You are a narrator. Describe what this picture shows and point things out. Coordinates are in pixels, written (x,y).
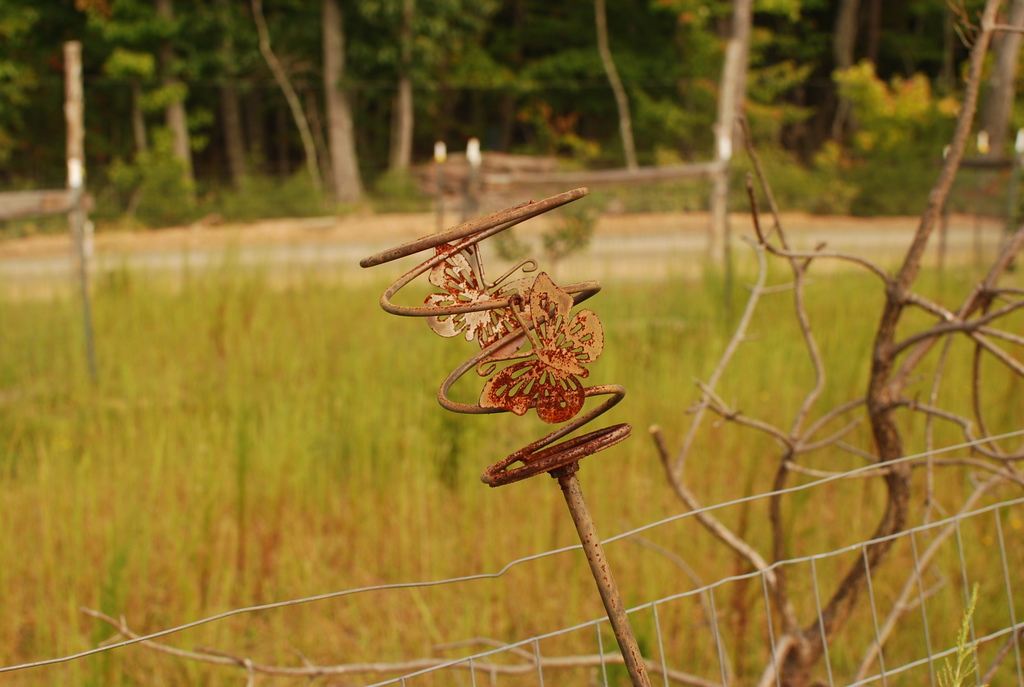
In this picture we can see a metal object (563,399), fence (489,164), grass (609,563) and in the background (170,106) we can see trees (628,92).
